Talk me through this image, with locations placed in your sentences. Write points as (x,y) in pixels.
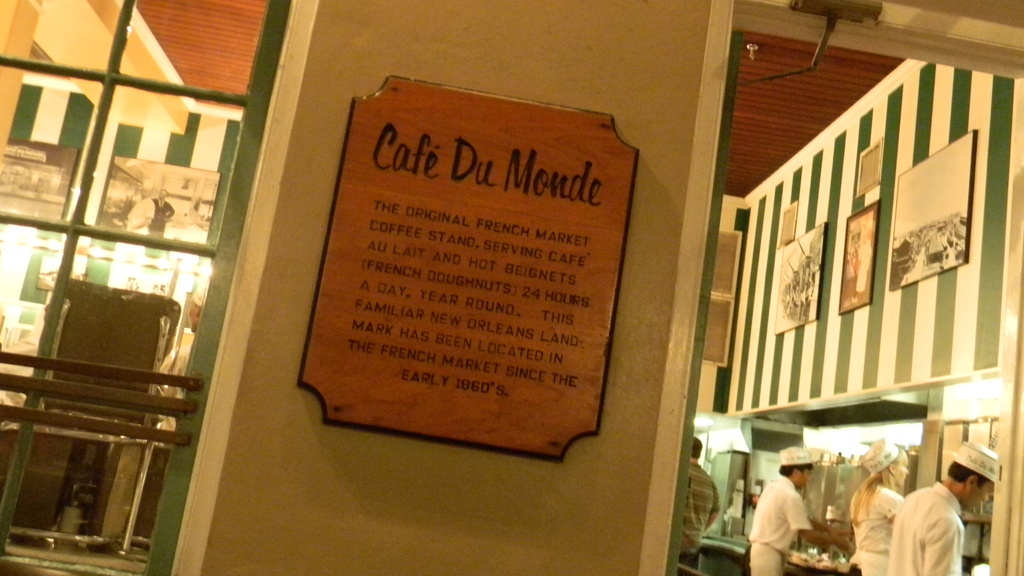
In this image there is window (205,21) and chair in the left corner (184,219). There are people (696,512), some frames (726,302) on wall (1002,94) in the right corner (776,490). There is wall (585,489) with a frame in the foreground (648,115). And there is a roof (761,111) on top (769,90).
